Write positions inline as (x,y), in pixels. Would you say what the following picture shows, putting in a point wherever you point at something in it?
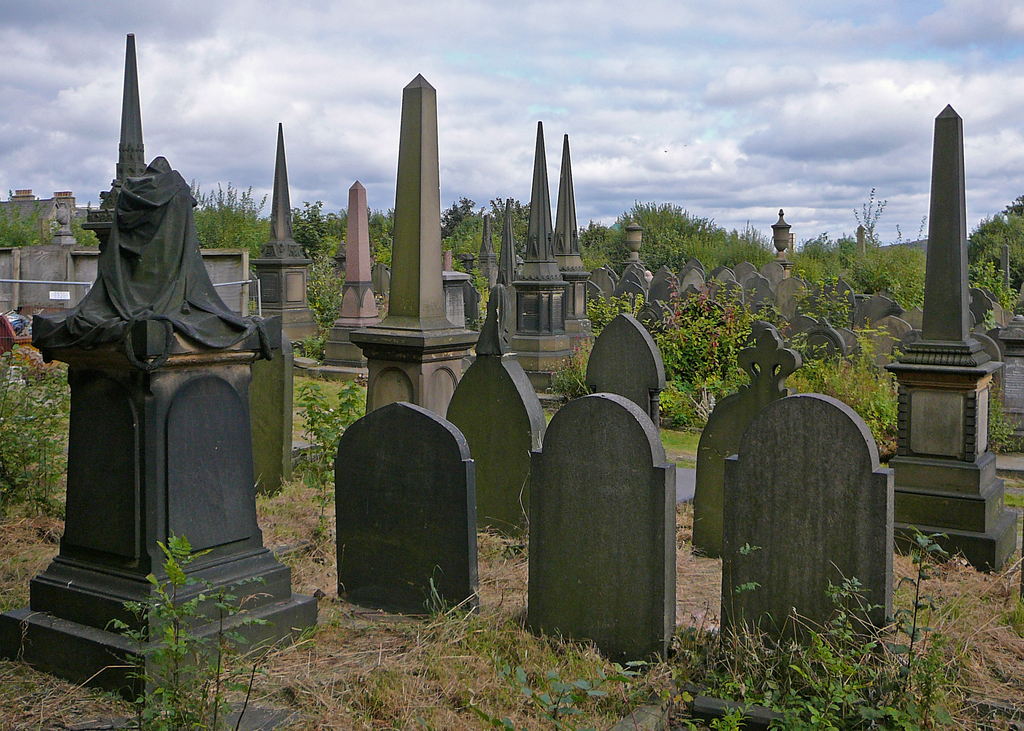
This is a cemetery (347,379). On that there are many graves (606,415). There are grasses (743,624) and trees (694,336). In the background (548,108) there is sky (627,101) with clouds (680,155).
